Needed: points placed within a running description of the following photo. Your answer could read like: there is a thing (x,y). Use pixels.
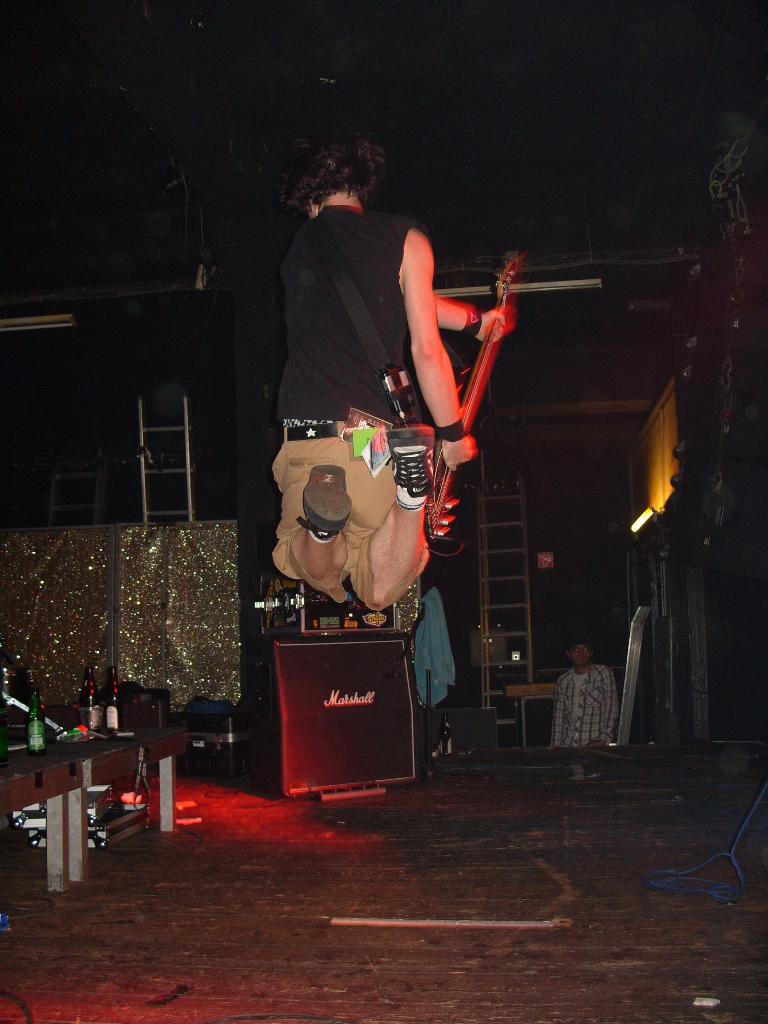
In this image i can see person (367,514) jumping and holding a guitar (474,386) at the left (92,728) i can see three bottles (6,747) on a table (19,775) at the right (586,695) there is another person (603,673) at the back ground (210,653) i can see few bottles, a banner (203,662) and a ladder (158,478).
